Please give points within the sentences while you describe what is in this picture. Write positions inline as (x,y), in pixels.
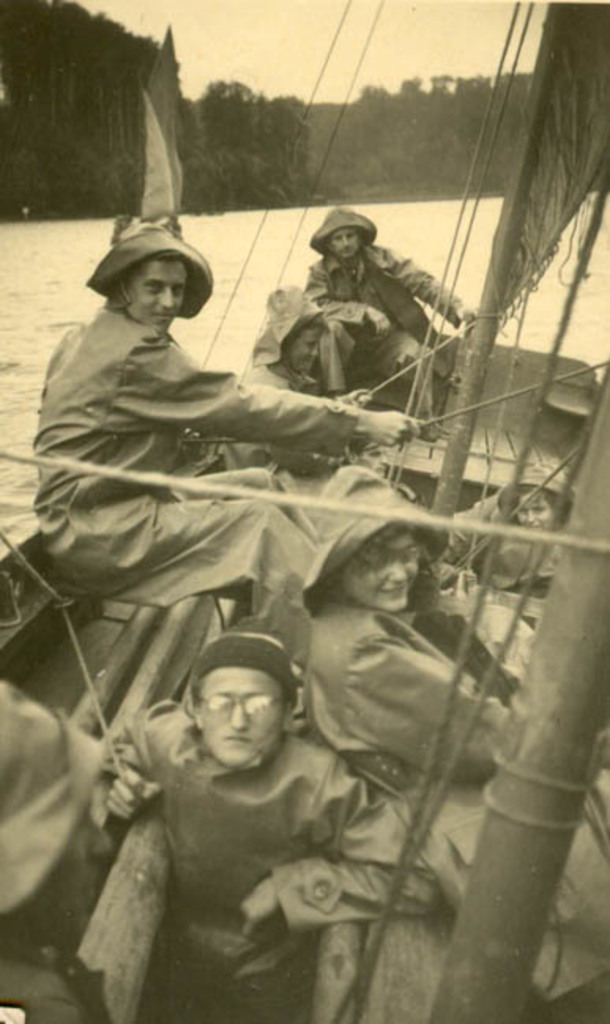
This is a black and white image. In this image, in the middle (294,475), we can see a boat (534,371). In the boat (596,478), we can see a group of people (242,1004) sitting. In the background (280,205), we can see some trees (35,150). At the top (291,60), we can see a sky (297,49), behind the boat (478,478), we can see water (48,308) in a lake (18,358).
